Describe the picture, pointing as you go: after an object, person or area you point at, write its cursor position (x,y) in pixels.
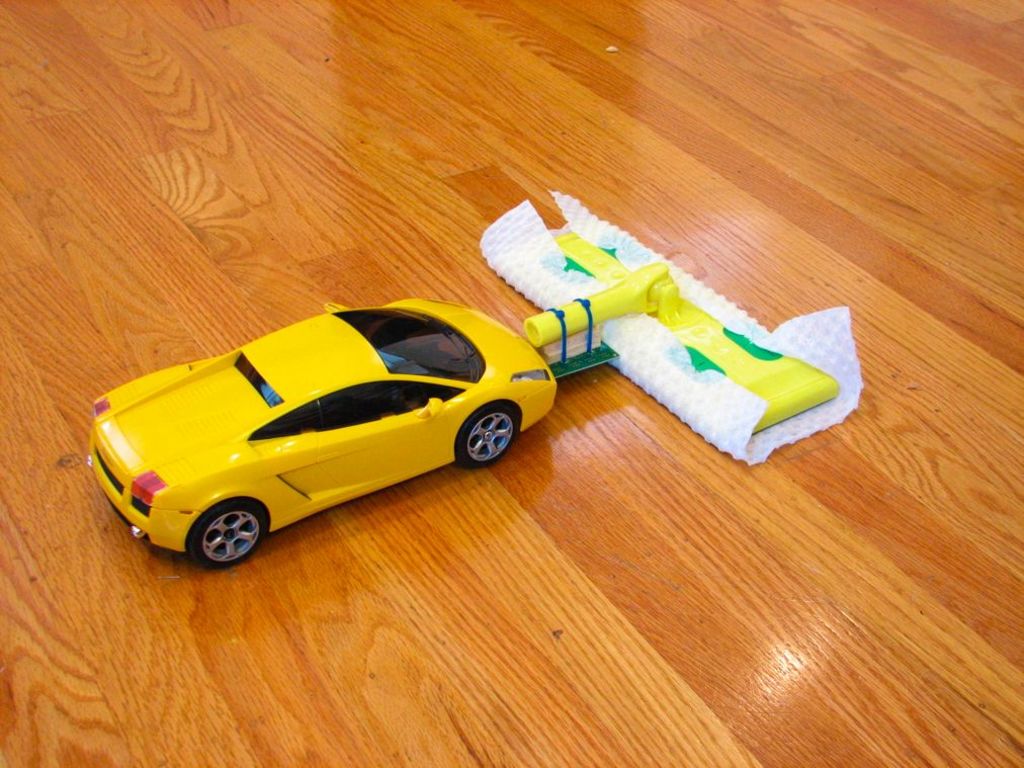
In the center of the image (431,381), we can see a toy car (252,390) and an object (587,319) are on the floor (560,608).
